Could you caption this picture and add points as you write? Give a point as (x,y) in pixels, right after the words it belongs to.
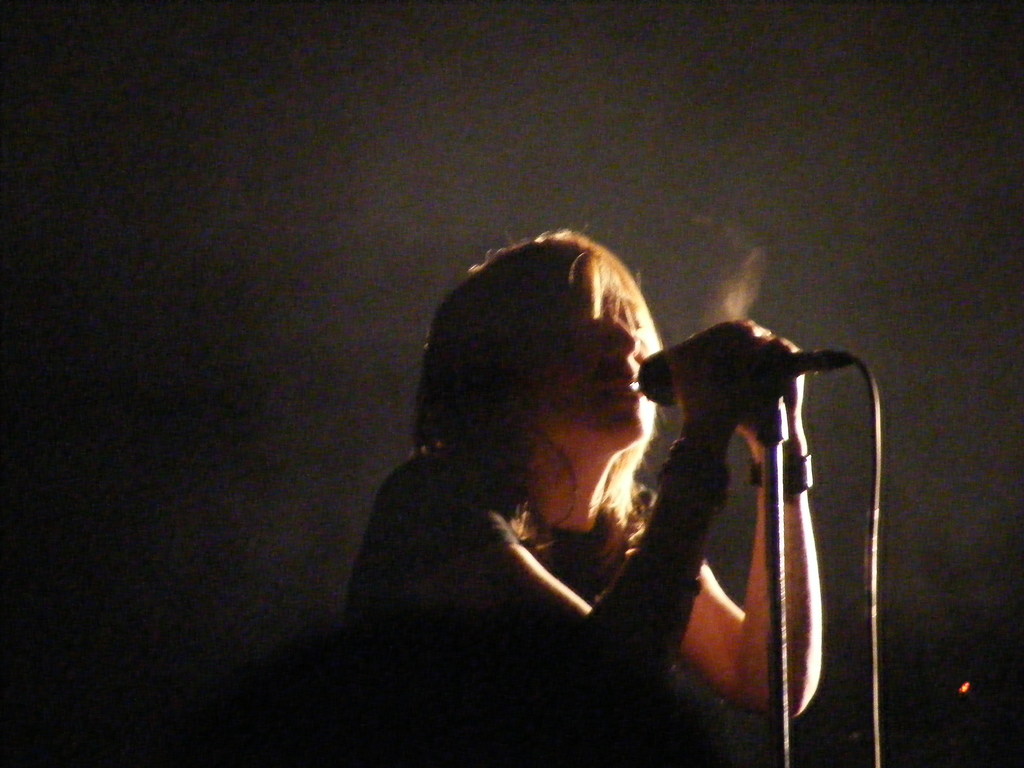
A woman (709,397) is holding a mic (660,370) and mic stand (777,633) and singing.
